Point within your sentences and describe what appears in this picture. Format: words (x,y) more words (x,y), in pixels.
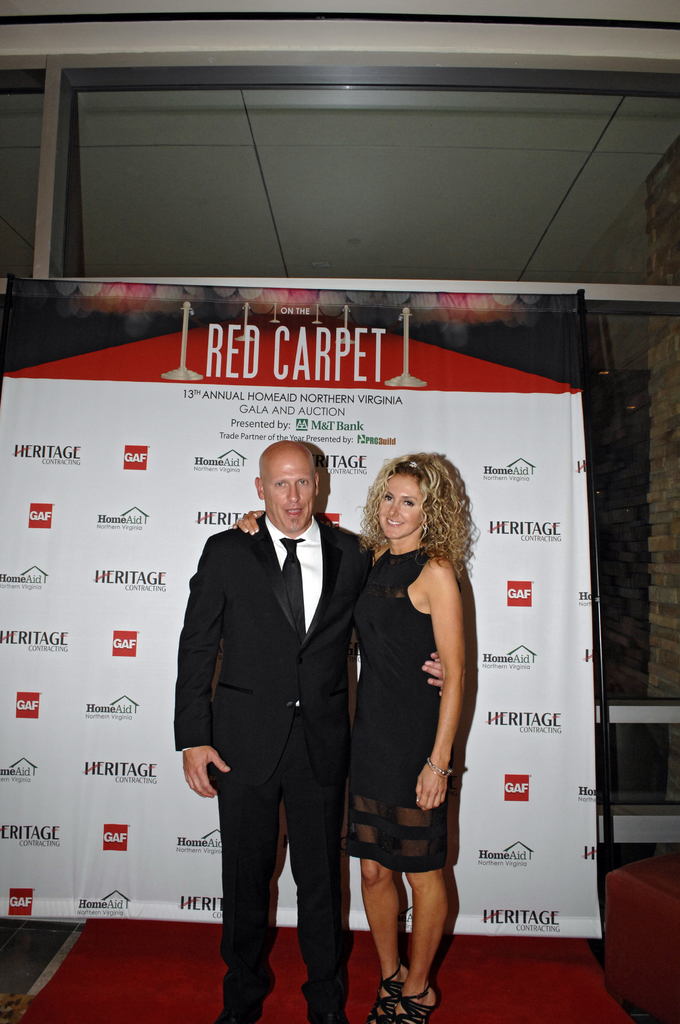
In this image, in the middle (351,548), we can see two people (336,615) man (298,653) and women (410,650) are wearing black color dress (409,652) and standing on the red carpet (510,945). In the background (153,552), we can see a hoarding (147,510) and a glass door (443,183).
